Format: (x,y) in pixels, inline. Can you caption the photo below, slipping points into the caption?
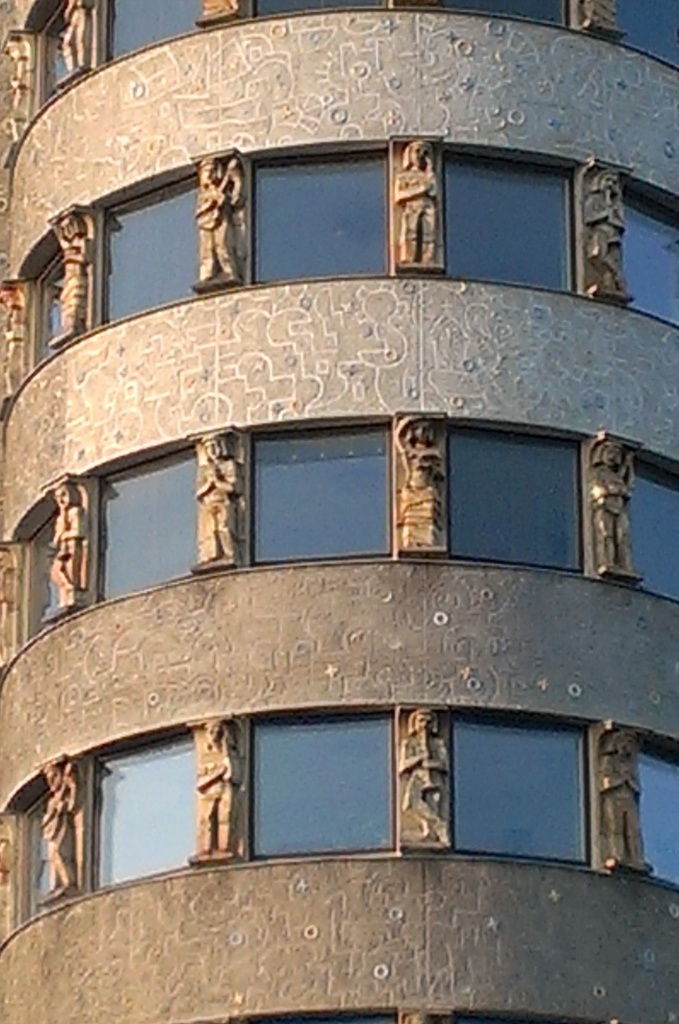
In this picture we can see a building (251,592) with windows (369,182) and sculptures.
